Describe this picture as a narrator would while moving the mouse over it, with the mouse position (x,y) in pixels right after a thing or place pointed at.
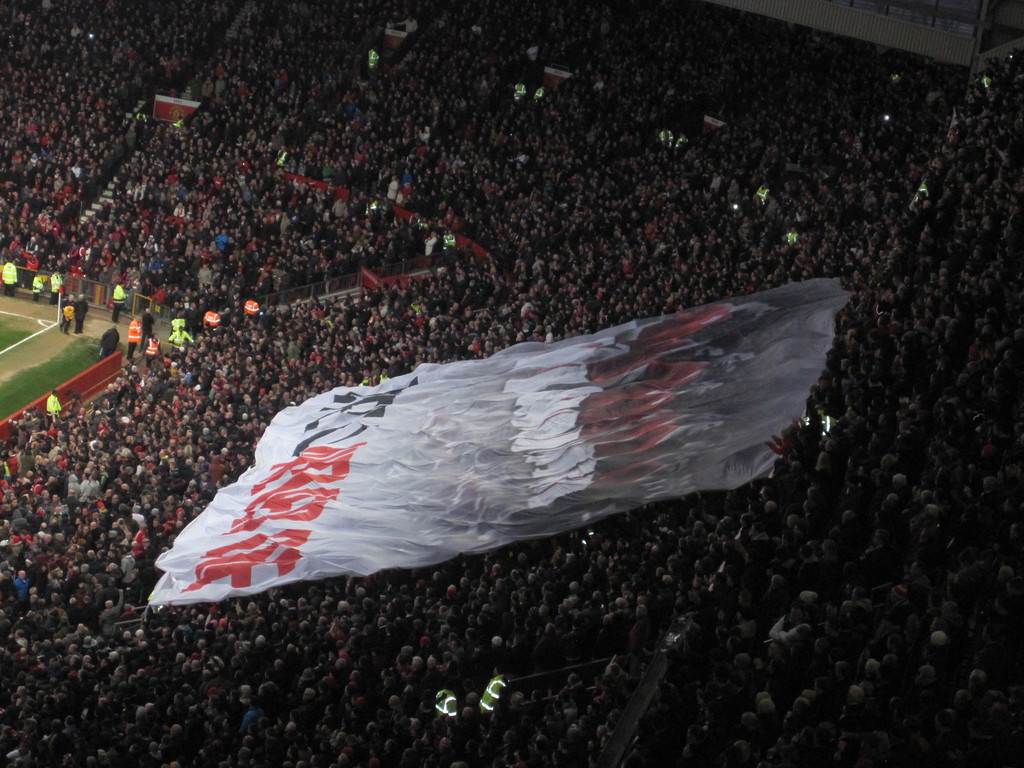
In this image I can see the many people (223,419) in the stadium (338,624). In-between these people (327,657) I can see the banner (477,403). To the left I can see few more people (75,308) standing on the ground (45,335). To the side of these people (65,322) I can see the railing (93,297).
